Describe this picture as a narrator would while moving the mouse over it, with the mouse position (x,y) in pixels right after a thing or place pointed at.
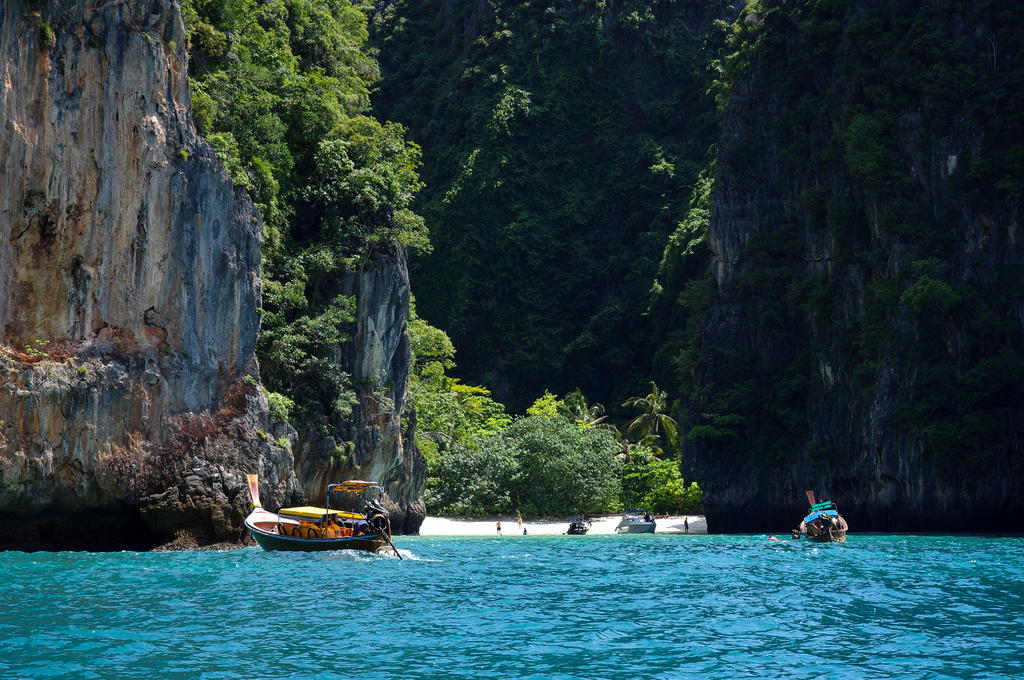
this picture shows hills (445,186) and trees (407,142) on them and we see few boats (384,533) on the water (629,609) and few trees (514,468) on the ground (456,521) looks like a Small Island (767,227).
